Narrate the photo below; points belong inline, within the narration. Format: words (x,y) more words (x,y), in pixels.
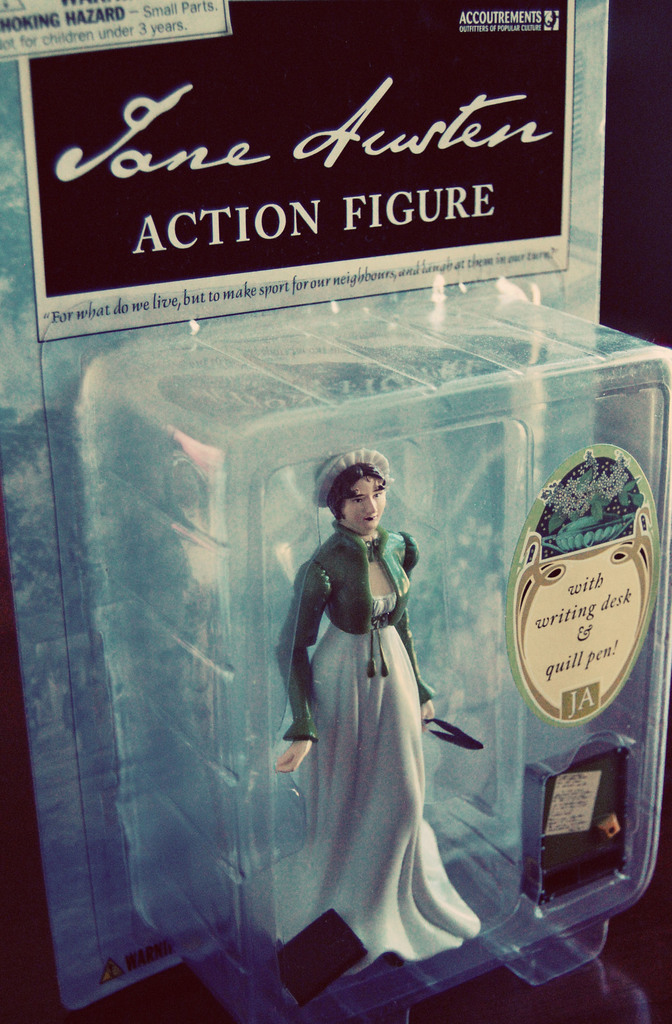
In this picture I see a doll (353,654) in a box (302,554) and I see stickers (543,564) on which there is something written.
